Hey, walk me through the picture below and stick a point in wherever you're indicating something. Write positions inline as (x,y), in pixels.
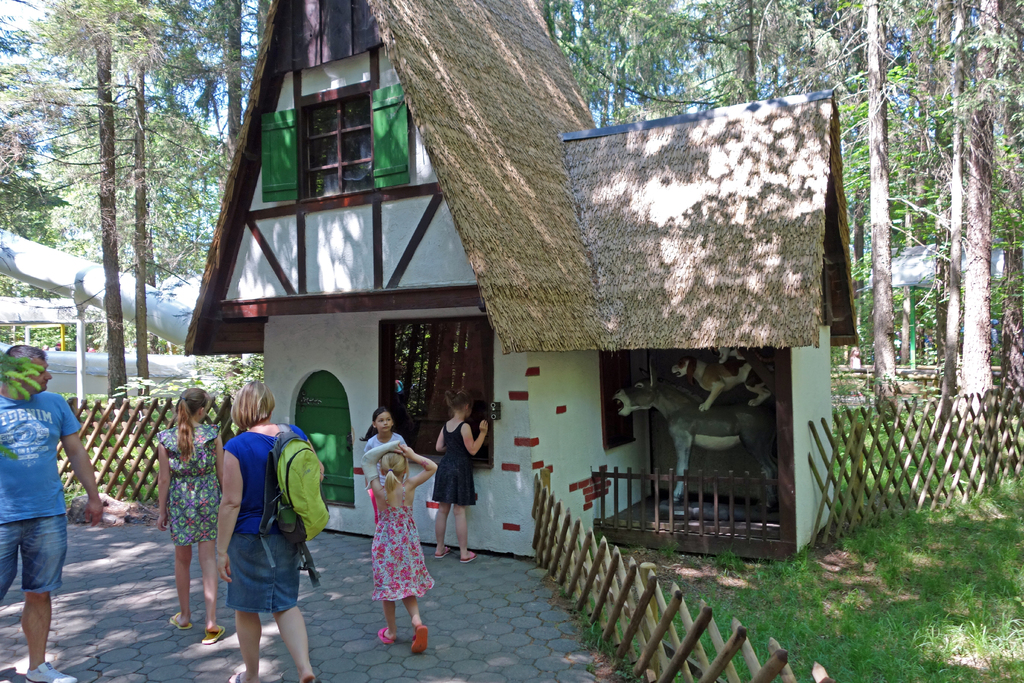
In this picture we can see people (280,568) on the ground (347,603), here we can see a fence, house (635,494), statue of animals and in the background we can see trees (130,18), shed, sky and some objects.
